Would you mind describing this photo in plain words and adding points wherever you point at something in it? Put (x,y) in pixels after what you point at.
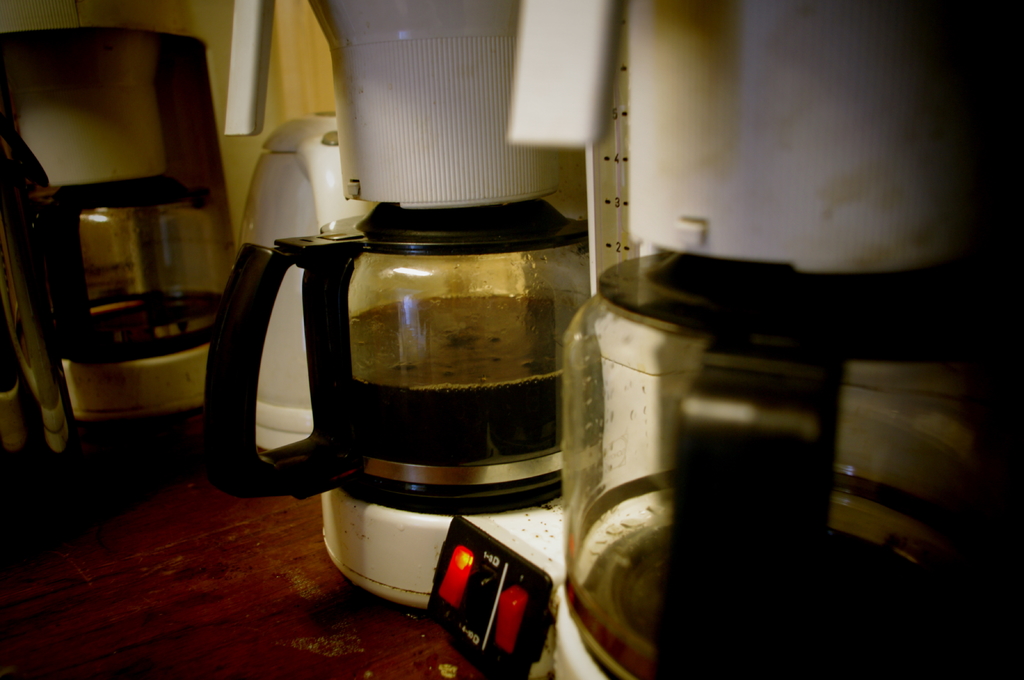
In this image we can see three coffee makers (493,288) on a table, there is a switch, there is a jar (470,216).
